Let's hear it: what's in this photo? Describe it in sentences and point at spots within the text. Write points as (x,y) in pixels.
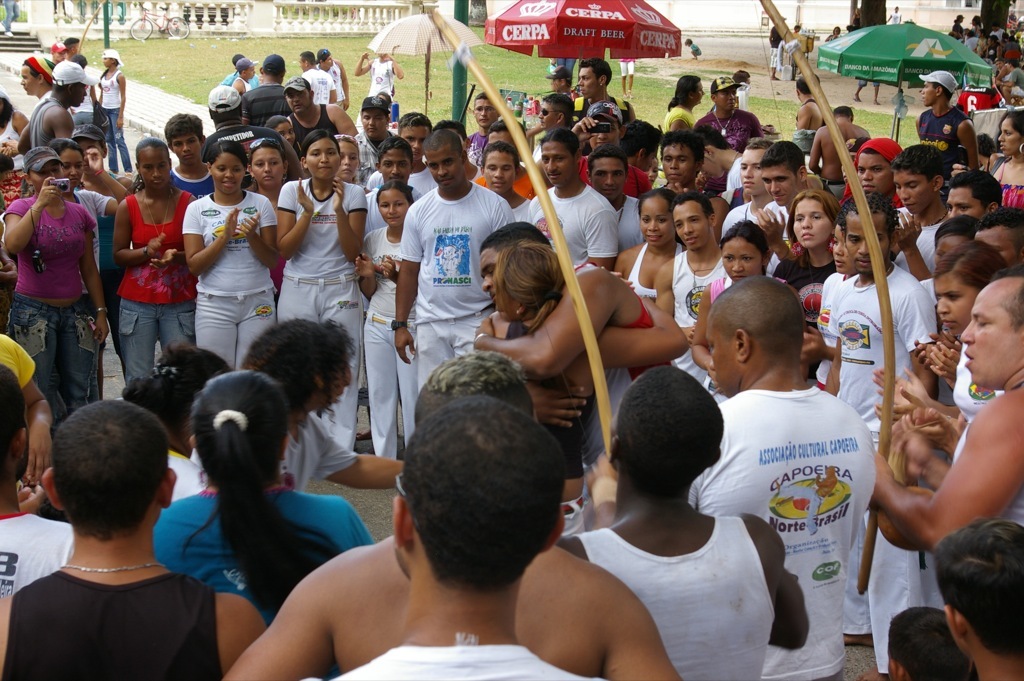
In this image we can see a man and a woman (517,325) holding each other standing on the ground (379,508) and a group of people (474,539) around them. We can also see some wooden sticks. On the backside (637,83) we can see a bicycle (151,23) placed beside a fence (204,28), some outdoor umbrellas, a staircase (29,48) and some grass (171,53) on the ground (859,94).
